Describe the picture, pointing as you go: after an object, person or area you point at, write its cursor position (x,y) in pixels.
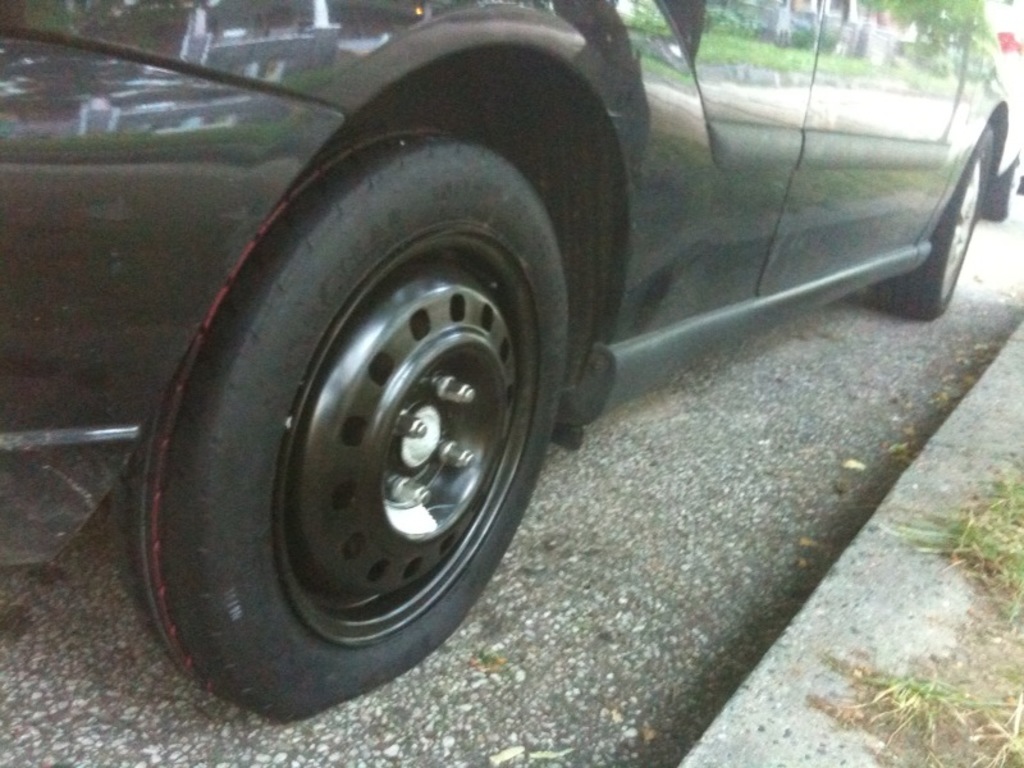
In this picture we can see a vehicle (351,222) on the road (819,359). On the vehicle (678,149), we can see the reflection (752,71) of grass (771,56), a tree (934,42) and a building (795,9).
